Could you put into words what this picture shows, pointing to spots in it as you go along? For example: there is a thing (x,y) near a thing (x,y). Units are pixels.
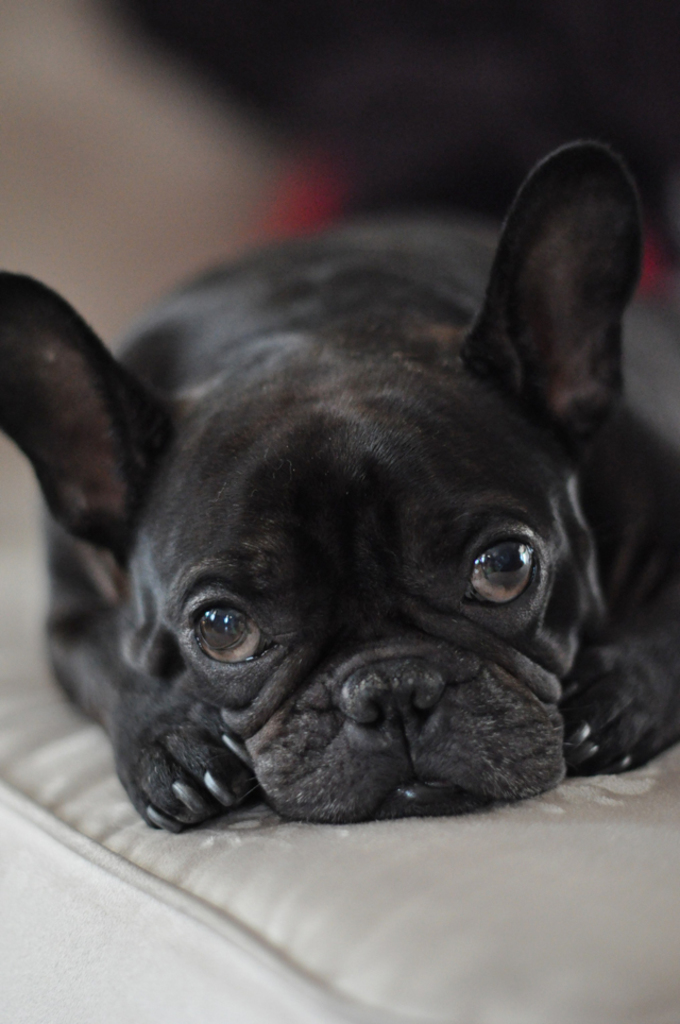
We can see black dog (198,733) on the surface (200,826). In the background (280,188) it is blur.
